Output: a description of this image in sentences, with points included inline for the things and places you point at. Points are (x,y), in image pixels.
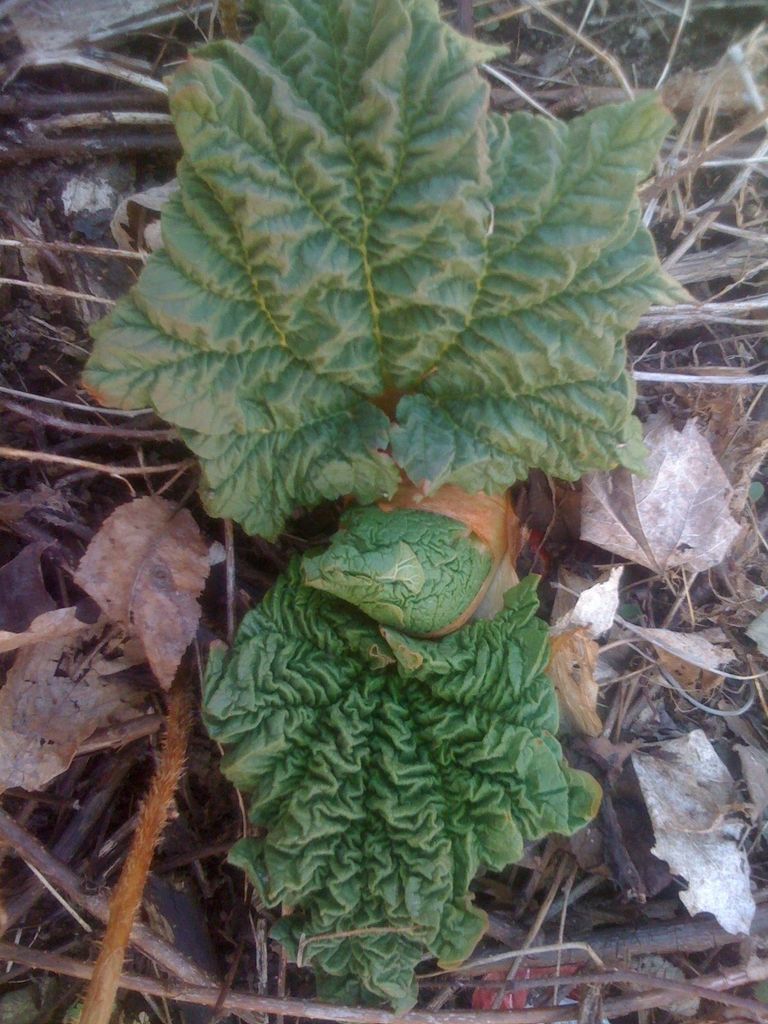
In this image we can see a plant (453,580). Near to that there are dried leaves (9,625), sticks (57,864) and few other things (44,995).
